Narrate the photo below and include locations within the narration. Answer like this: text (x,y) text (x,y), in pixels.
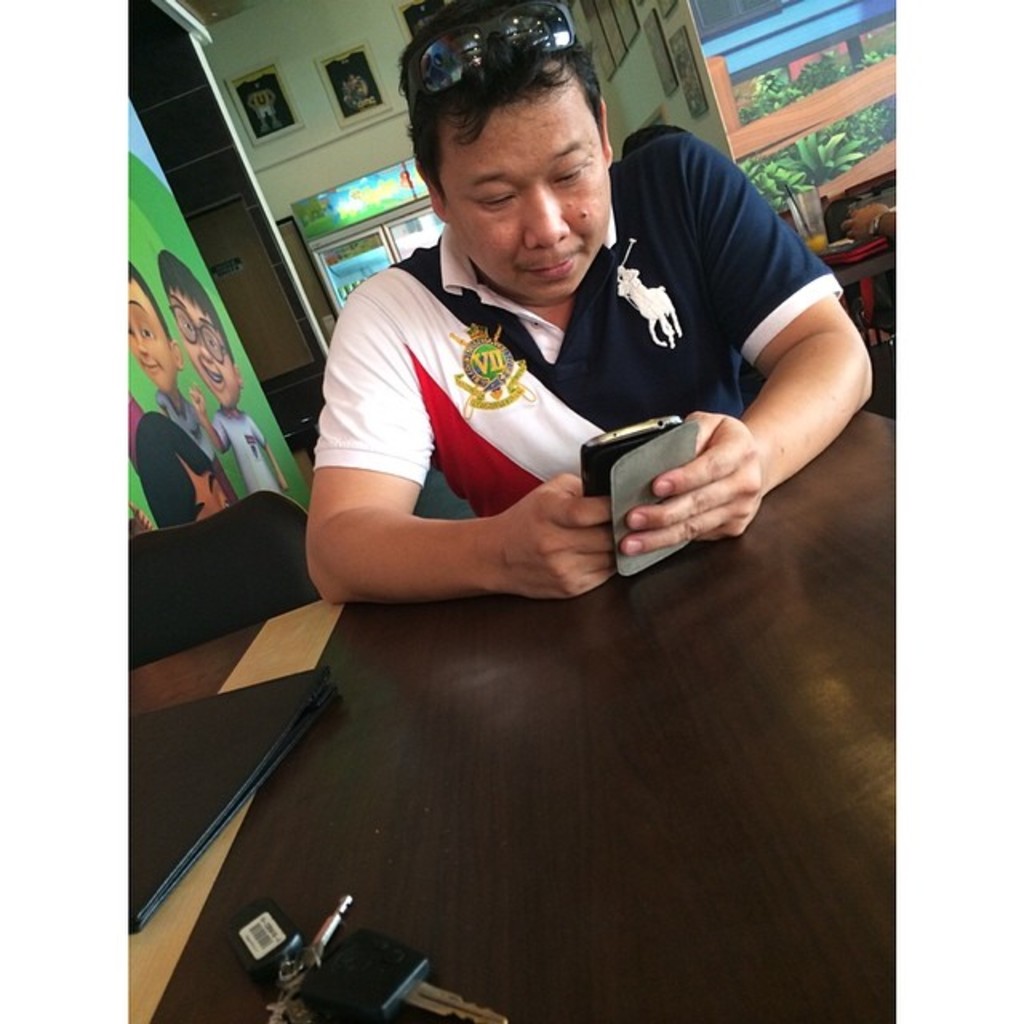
In this image there is a man (405,384) who is sitting in the chair (460,511) and using the mobile (631,479) by keeping his hands (581,531) on the table (599,636). On the table (338,881) there are keys (294,963) and a file (215,773). In the background (207,301) there is a wall (207,303) on which there is a poster (171,253). On the right side (871,265) there is a table (855,273) in the background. On the table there is a glass (815,206). There are photo frames (330,79) to the wall (322,115).
